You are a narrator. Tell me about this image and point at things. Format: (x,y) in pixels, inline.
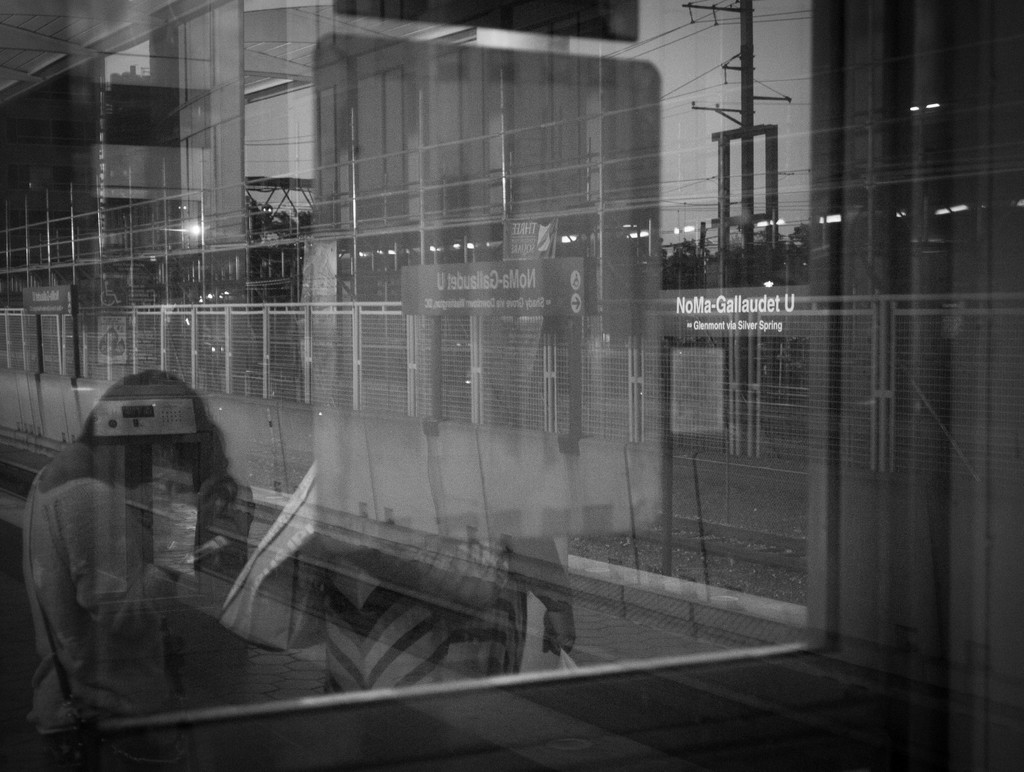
This is the black and white image and we can see the reflection (385,654) of two persons (558,646) standing on the glass (455,693) and the place looks like a railway platform (638,717) and we can see power poles (753,188), railway track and some other things (31,383). We can also see the reflection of a board (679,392) with some text (787,310) on the glass (926,663).
